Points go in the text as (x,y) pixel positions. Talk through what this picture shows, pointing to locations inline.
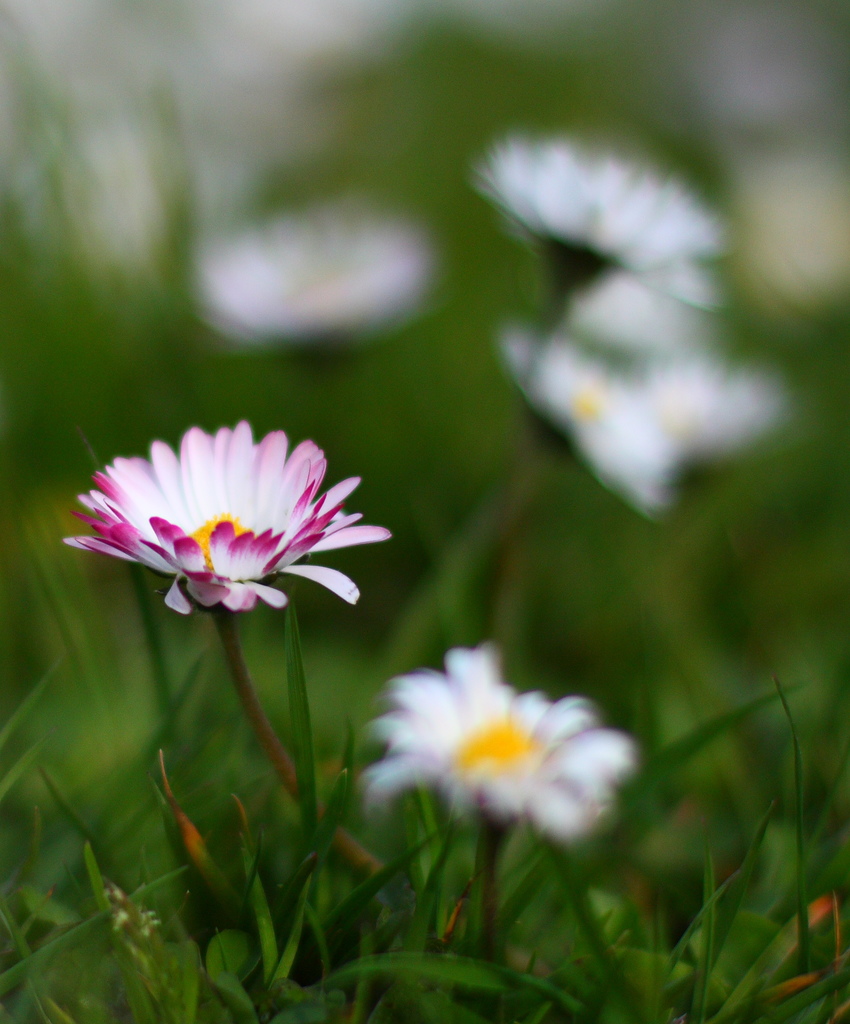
In this image we can see plants (543,834) with flowers (554,794). In the background (682,476) the image is blur but we can see flowers (583,333).
